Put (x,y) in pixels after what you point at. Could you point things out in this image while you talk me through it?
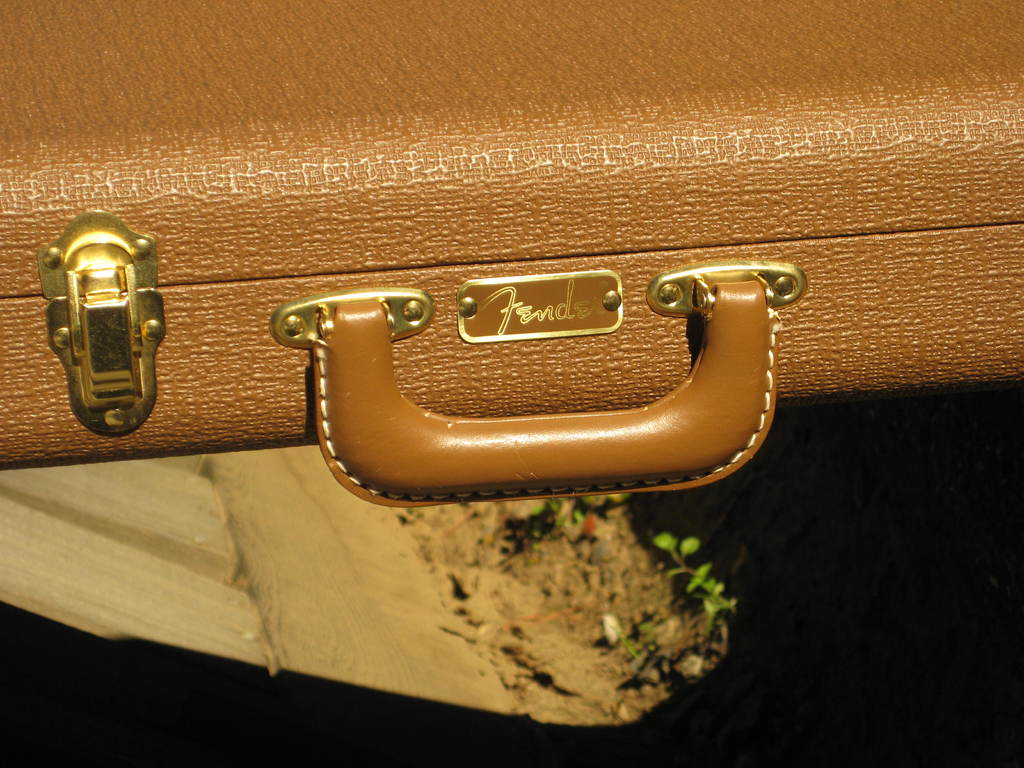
In the picture there is a suit case (572,267) on the suit case (601,223) there is a badge (561,297), on the badge (536,298) there are some letters (546,306), near to the suit case (513,345) there is a plant (665,537).
